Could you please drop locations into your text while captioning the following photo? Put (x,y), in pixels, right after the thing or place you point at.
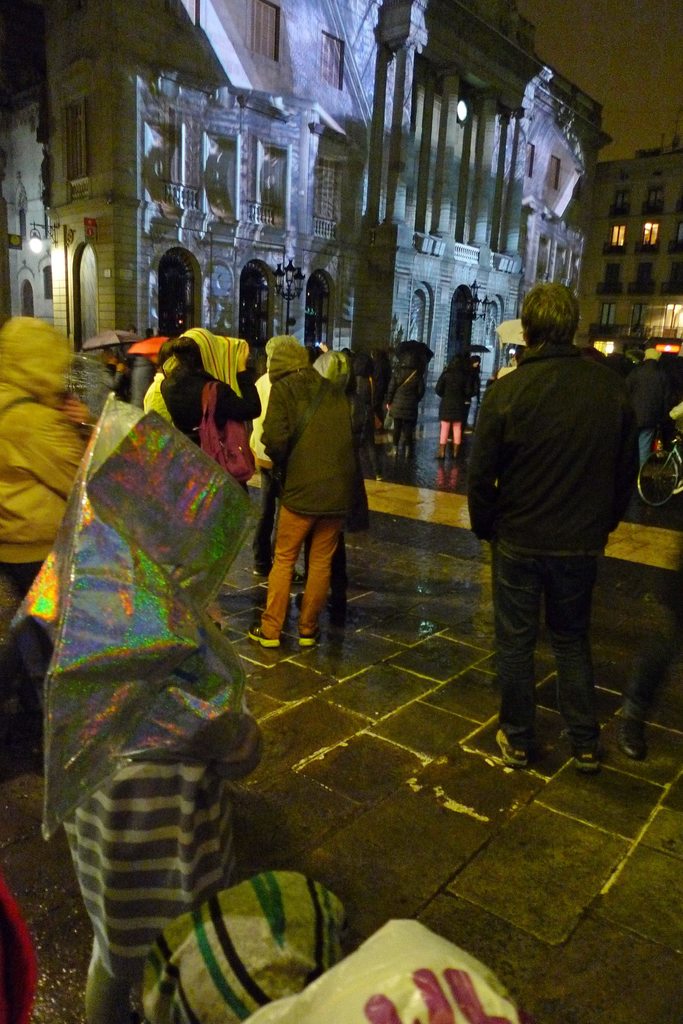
This picture is clicked in the city. At the bottom of the picture (374,988), we see a white plastic bag (426,986) and a cloth (306,962) in grey color. Beside that, we see a person (166,861) who is wearing the jacket (119,628) and a cap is standing. In the middle (346,511), we see the people (346,480) are standing. We see two men (110,372) are holding the umbrellas (117,340) which are in black and red color. In the background (392,378), we see the people (410,392) are standing and they are holding the umbrellas (417,350). Behind them, we see the building (337,250) and a light pole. On the left side (7,521), we see a street light (48,236) and a person (45,423) in the yellow jacket (37,417) is standing. On the right side (634,223), we see a bicycle (645,471) and a building (623,263). This picture is clicked in the dark.
